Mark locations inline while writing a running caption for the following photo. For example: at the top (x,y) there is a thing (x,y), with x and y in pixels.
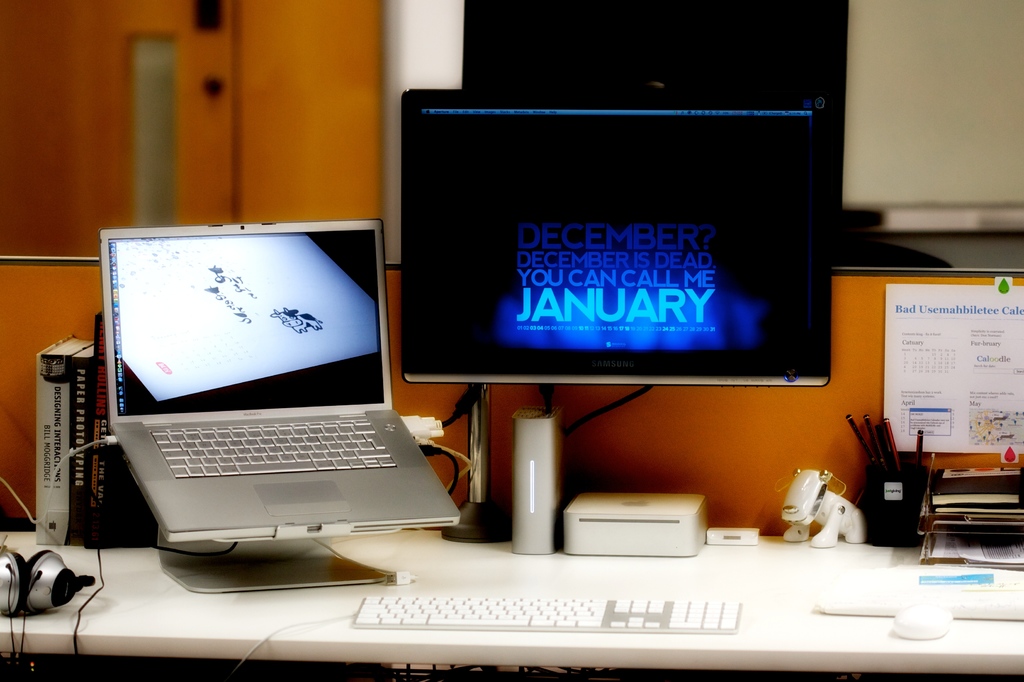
In this image, we can see monitor (628,280), laptop (385,267), books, boxes (646,538), poster (979,419), keyboard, headphones (3,594), wires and few objects (1015,529). Top of the image (80,140), we can see blur view.
